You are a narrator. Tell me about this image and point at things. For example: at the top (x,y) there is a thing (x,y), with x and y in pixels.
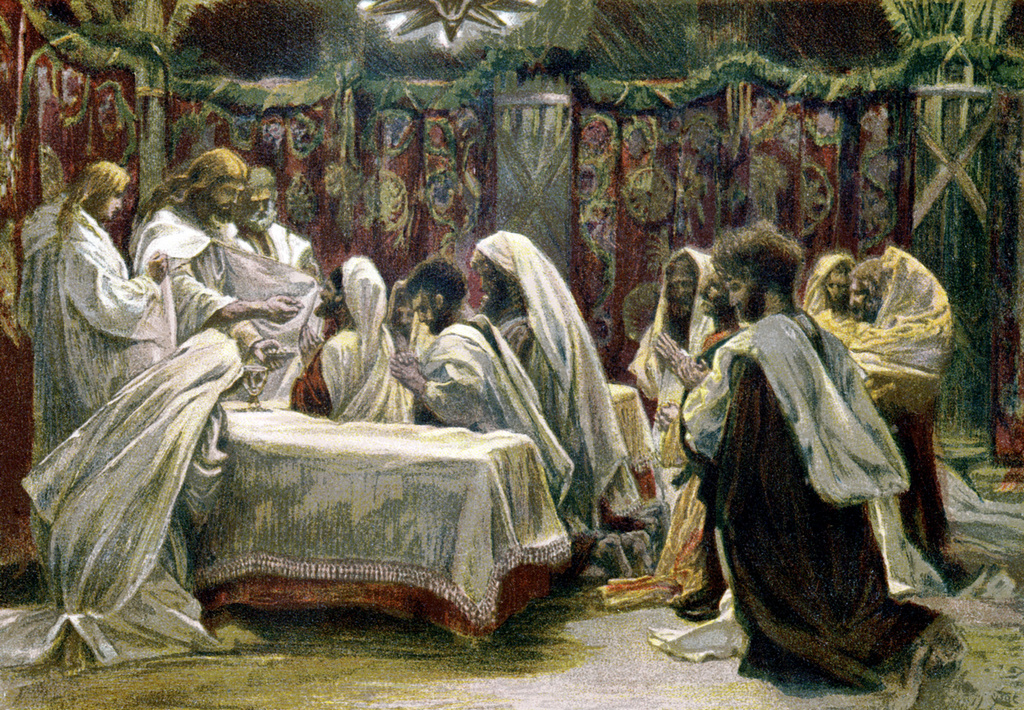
In this image I can see depiction picture of people (565,517). I can also see most of them are wearing white colour dress (211,285).
